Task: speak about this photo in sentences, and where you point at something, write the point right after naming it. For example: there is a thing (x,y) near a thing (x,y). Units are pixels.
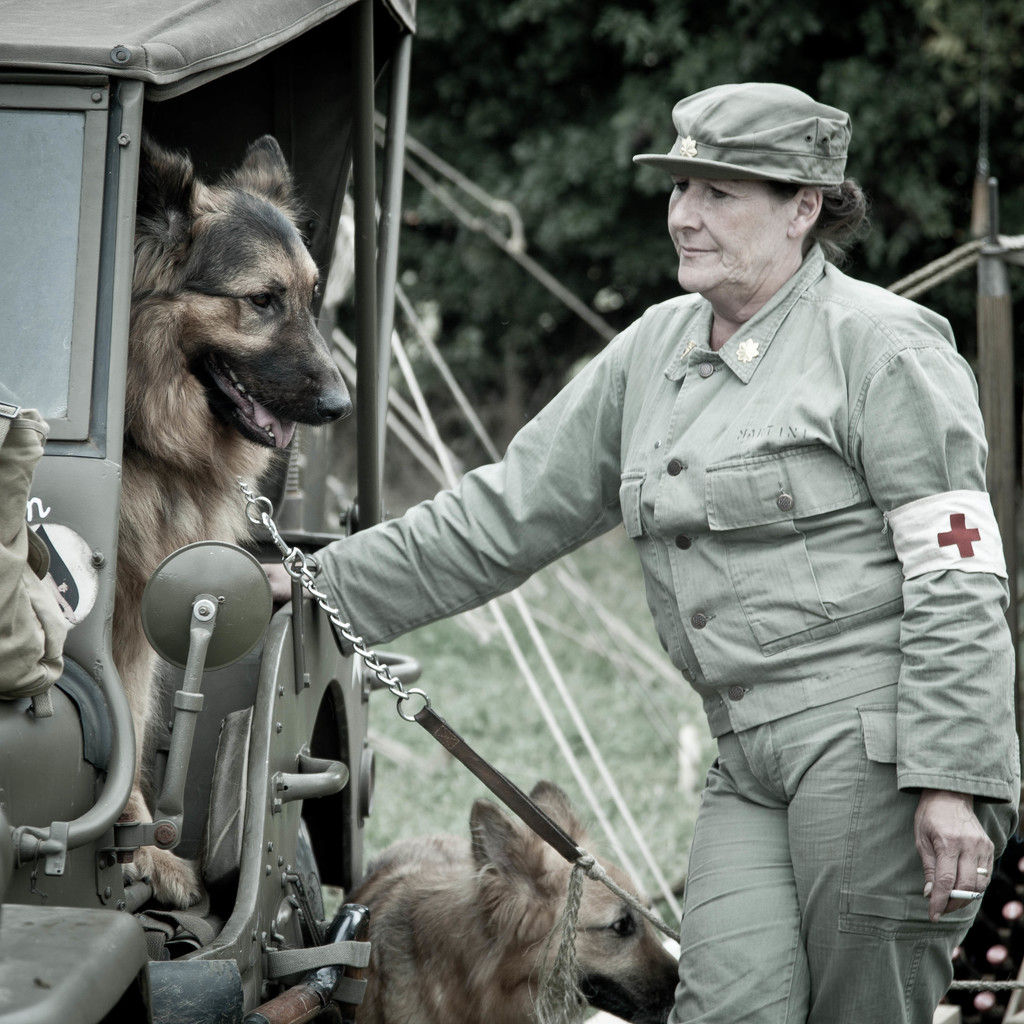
In this picture I see a woman (780,331) in front (740,986) who is standing and on the left side of this image (164,40) I see a vehicle (47,102) and I see a dog (164,269) in it and I see another dog (414,895) on the bottom of this image (473,931). In the background (458,241) I see the wires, grass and the trees (529,109).
